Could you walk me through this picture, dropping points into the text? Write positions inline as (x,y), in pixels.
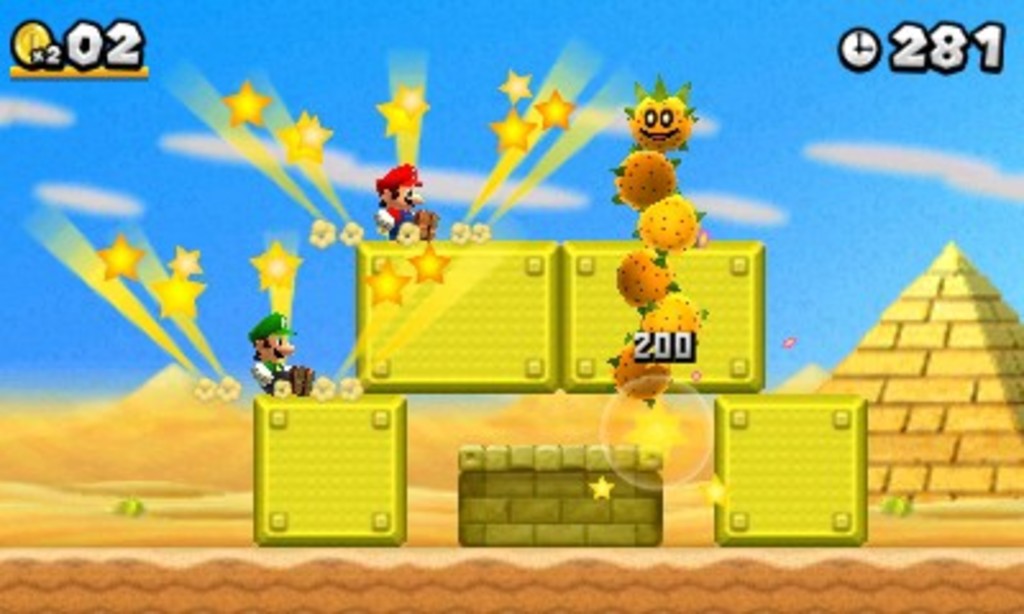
In this image, we can see a game screen (879,208) contains depiction of persons (259,379), stars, walls (633,492) and numbers (87,58).
